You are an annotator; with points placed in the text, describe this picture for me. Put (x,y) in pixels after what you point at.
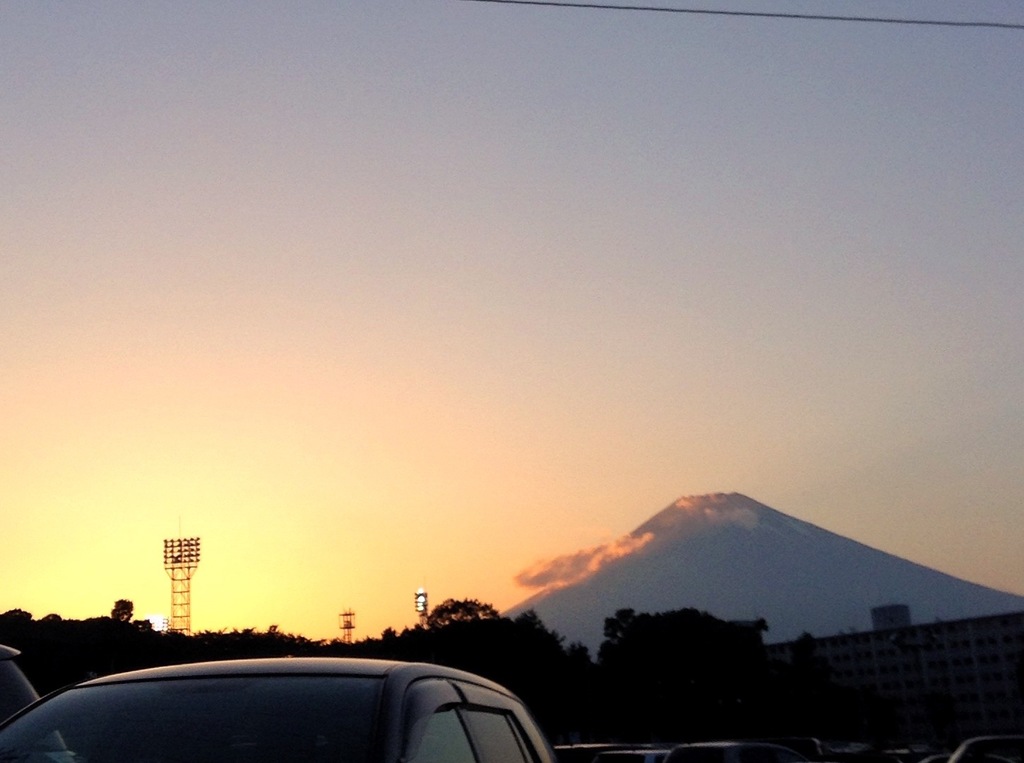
In this image, we can see some cars (401,678) and towers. There is a mountain (703,578) on the right side of the image (801,519). In the background of the image (552,402), there is a sky (493,423).
